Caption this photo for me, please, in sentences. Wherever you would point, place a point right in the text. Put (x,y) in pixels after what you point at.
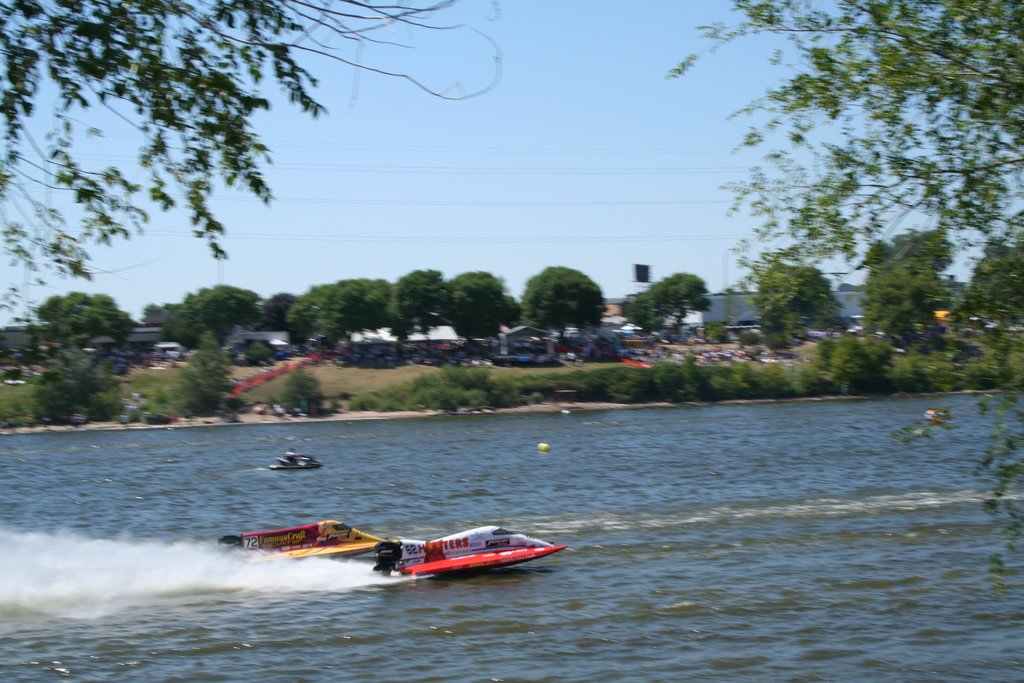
In this picture we can observe a boat (362,541) on the water (336,496). In the background (286,314) there are trees (435,299). We can observe a sky (453,162).
